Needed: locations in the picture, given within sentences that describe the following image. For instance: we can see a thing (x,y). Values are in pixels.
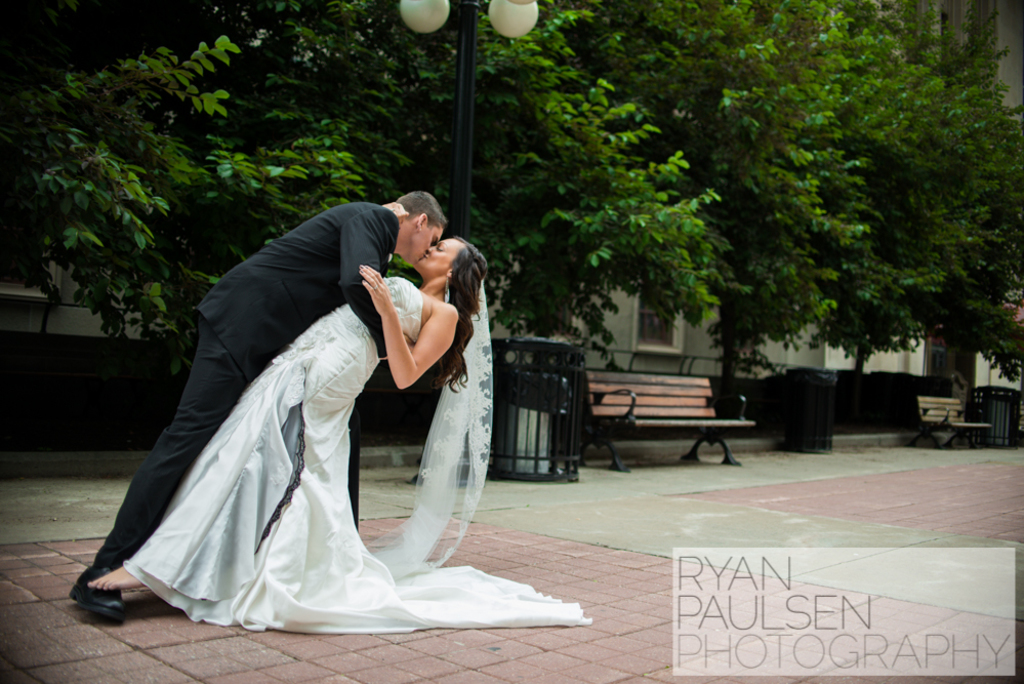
In the image there is a bride (308,363) and a bridegroom (297,315) kissing each other. In the background (570,345) there are benches (927,412), bins (806,416) and trees (801,282).
